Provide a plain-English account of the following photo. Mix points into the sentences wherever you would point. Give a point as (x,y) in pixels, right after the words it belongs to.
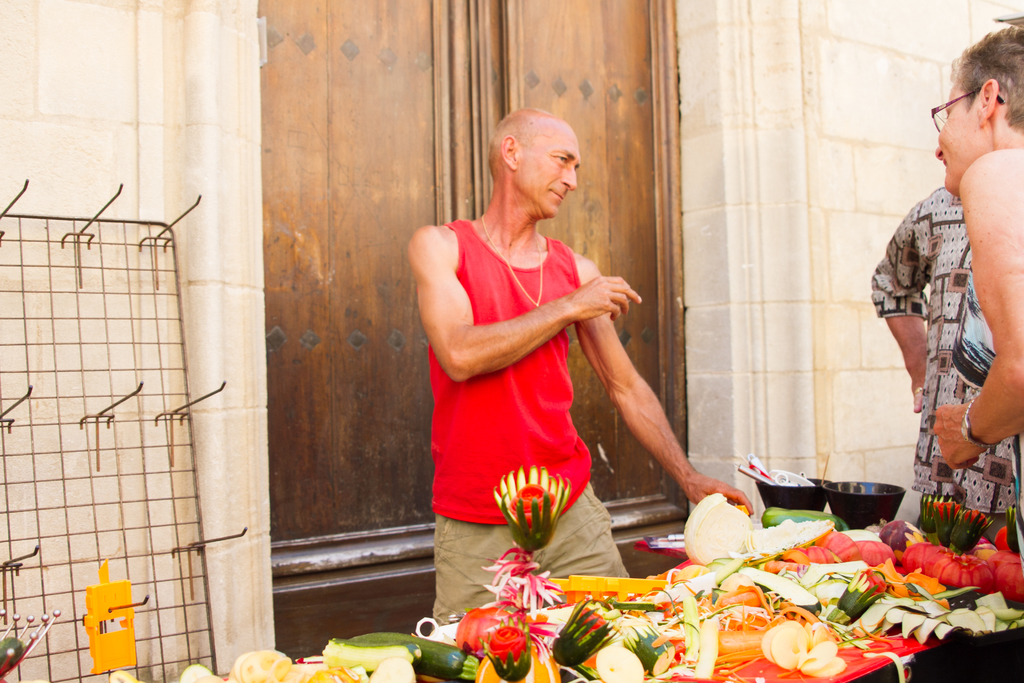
In this image there are some people (543,407) standing beside the table (712,528) on which we can see there are so many chopped vegetables (886,531) and two bowls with some things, behind them there are doors (326,421) and grill (51,594) near the wall (931,17).
